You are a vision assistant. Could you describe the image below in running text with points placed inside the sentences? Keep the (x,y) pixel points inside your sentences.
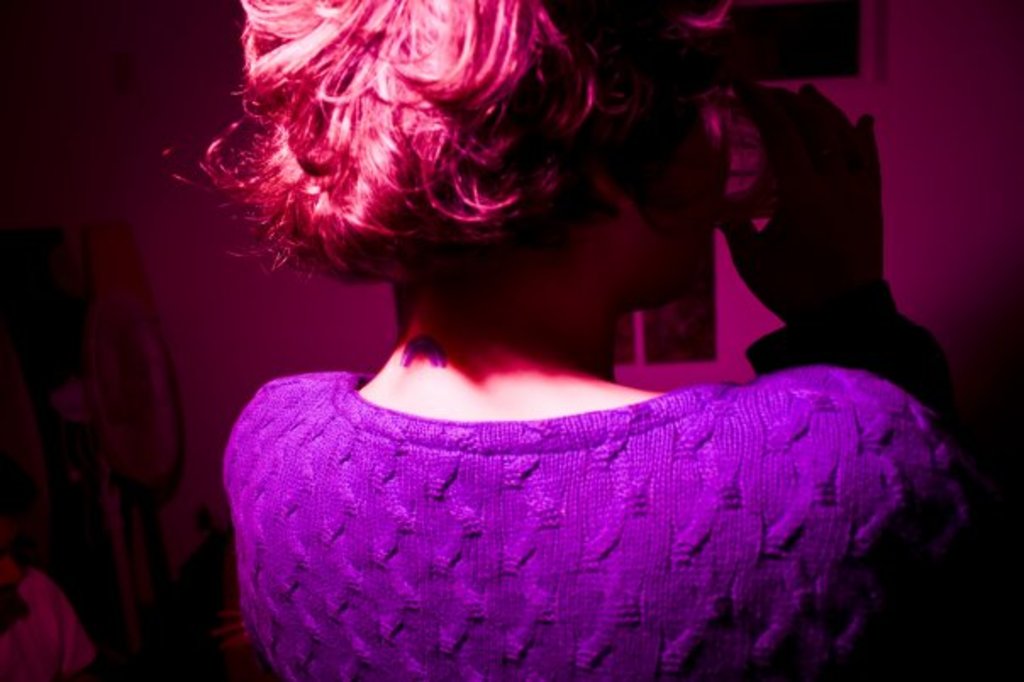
In this image we can see a lady (900,484) holding a glass (738,158). In the background of the image (218,269) there is a wall (204,220).
